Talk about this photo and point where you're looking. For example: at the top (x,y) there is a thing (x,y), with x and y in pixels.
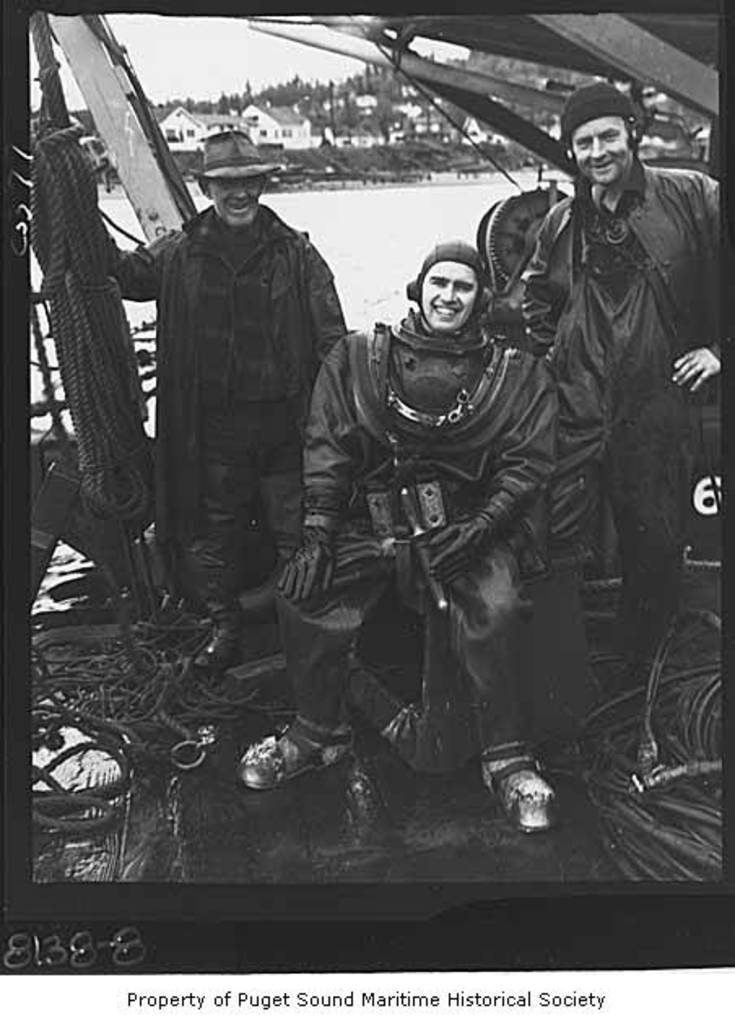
This is a black and white image. In this image we can see three persons (452,497). Two are wearing caps (473,253) and headsets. And one person (446,421) is wearing gloves (436,539). And another person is wearing hat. There are ropes (611,742). Also there is water (332,254). In the background (238,97) there are buildings (269,117) and trees (219,111). At the bottom of the image (74,948) something is written.
